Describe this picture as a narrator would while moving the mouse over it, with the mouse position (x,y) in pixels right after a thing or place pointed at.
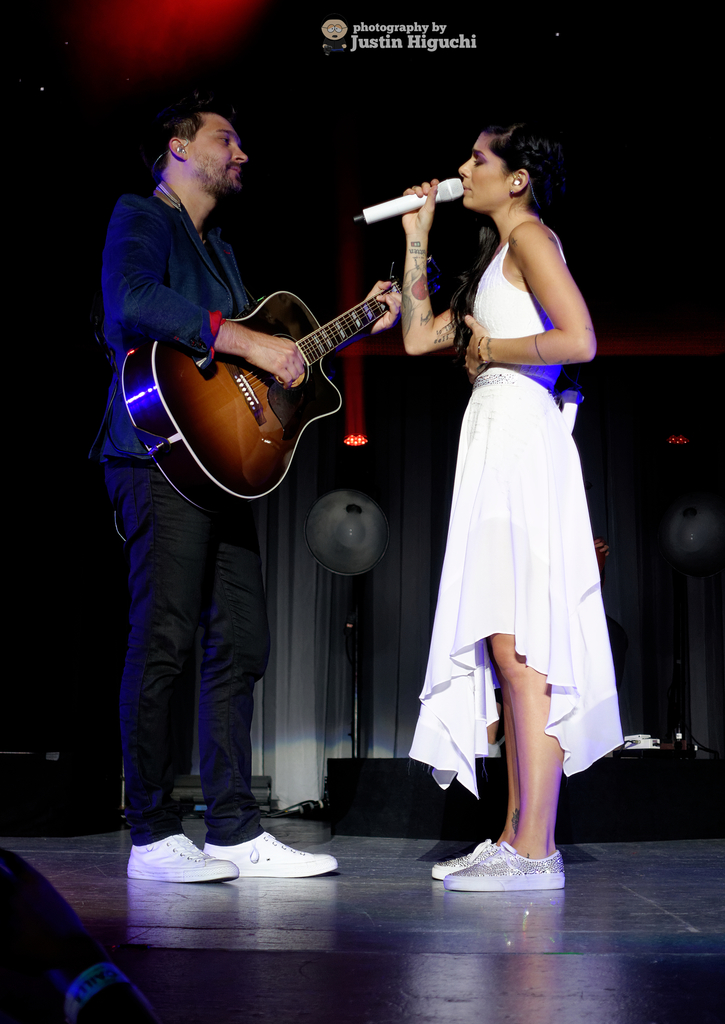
In this image i can see a woman (499,430) wearing white frock (528,438) and holding a micro phone (444,192), at left (163,251) there is a man (117,281) standing wearing a black blazer (149,329) holding a guitar (170,358) at the back ground (294,695) i can see a white curtain (305,698) and a light (360,440).
